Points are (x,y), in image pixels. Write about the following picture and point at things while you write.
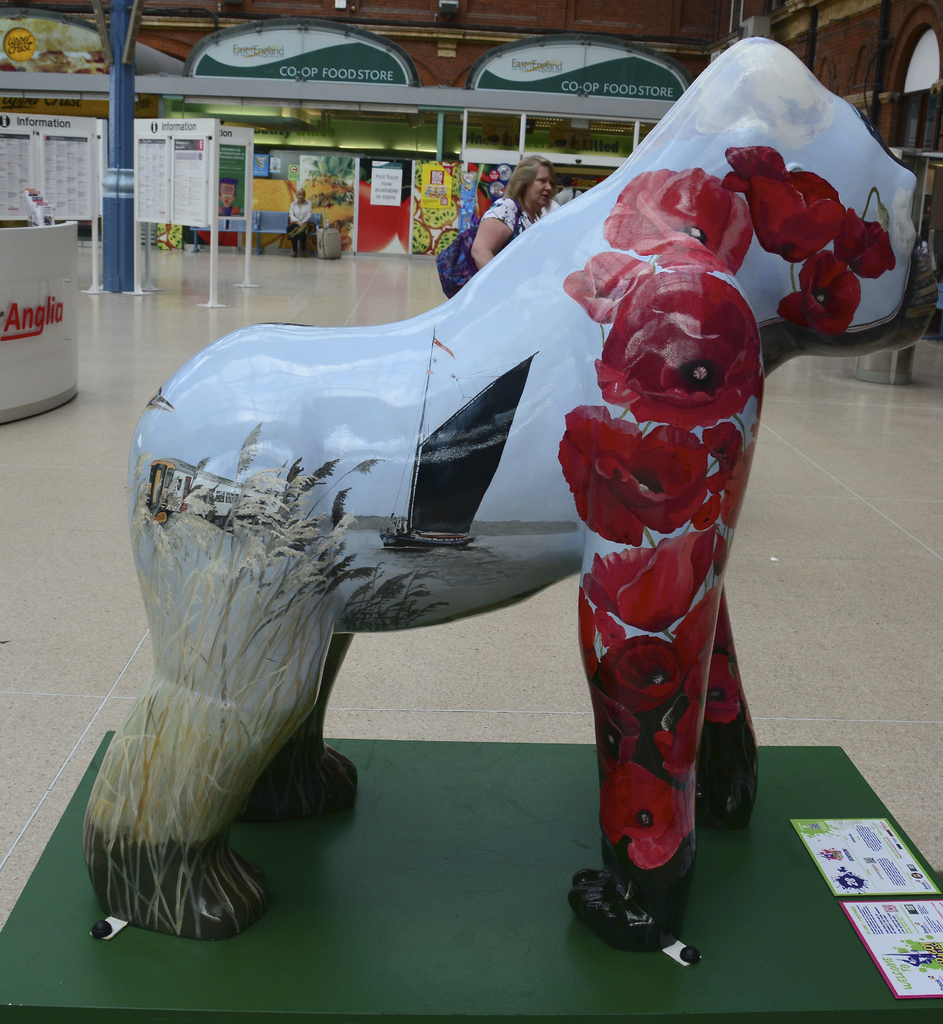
In the given image i can see the inside view of the mall (360,273) that includes people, sculpture (554,308), boards (59,147) with text (68,155), wooden table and some other objects (403,211).
